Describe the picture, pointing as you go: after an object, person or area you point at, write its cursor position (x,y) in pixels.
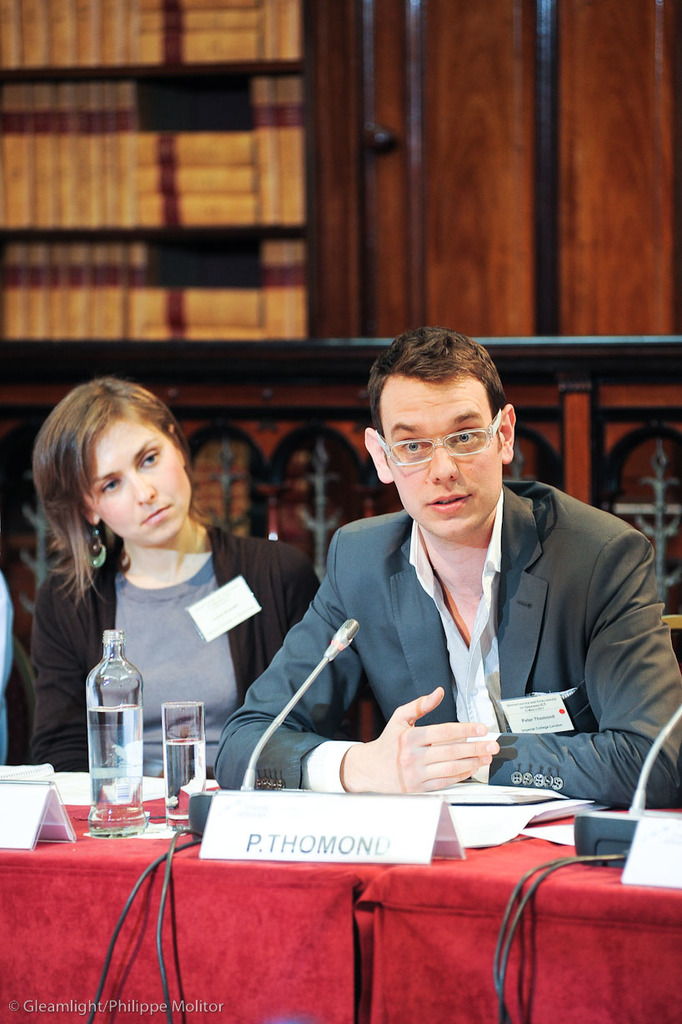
In this image there are two persons (347,572) who are sitting on the chair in front of them there is a microphone (193,813), glass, water bottle (122,684) and at the background of the image (229,309) there are books (202,149).
